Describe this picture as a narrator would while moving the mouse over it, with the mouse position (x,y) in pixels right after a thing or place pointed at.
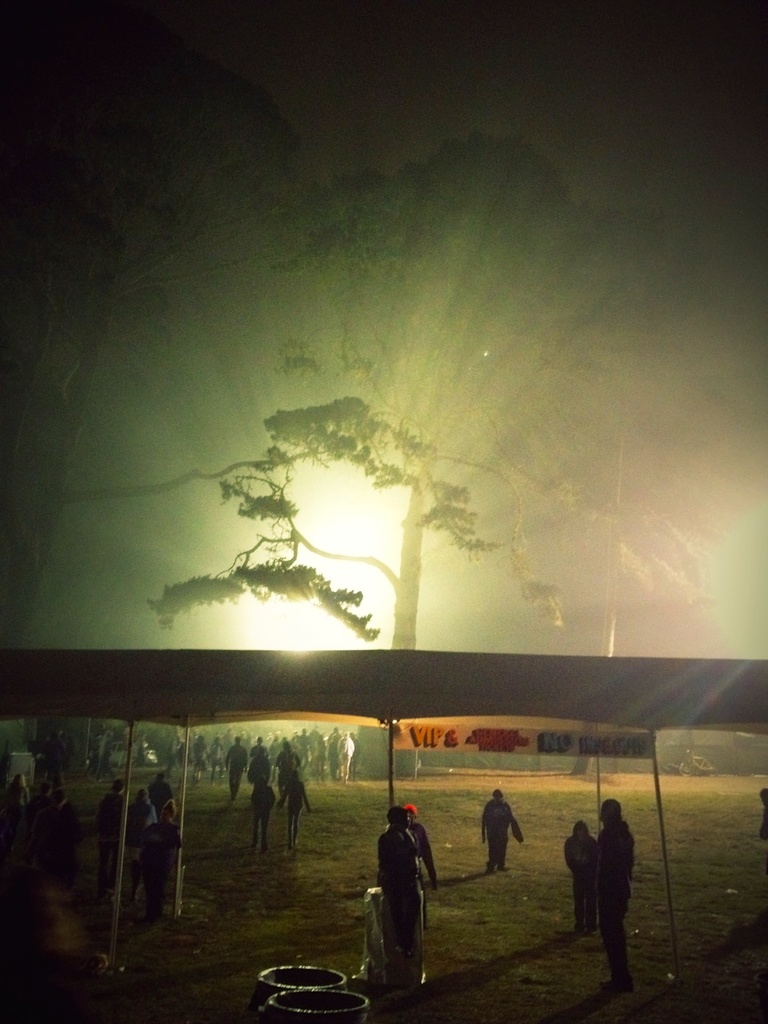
In this image I can see people (400,856) standing on the ground (432,902). In the background (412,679) I can see trees (371,473), a tent (308,667) and other objects (369,892) on the ground (360,841).
